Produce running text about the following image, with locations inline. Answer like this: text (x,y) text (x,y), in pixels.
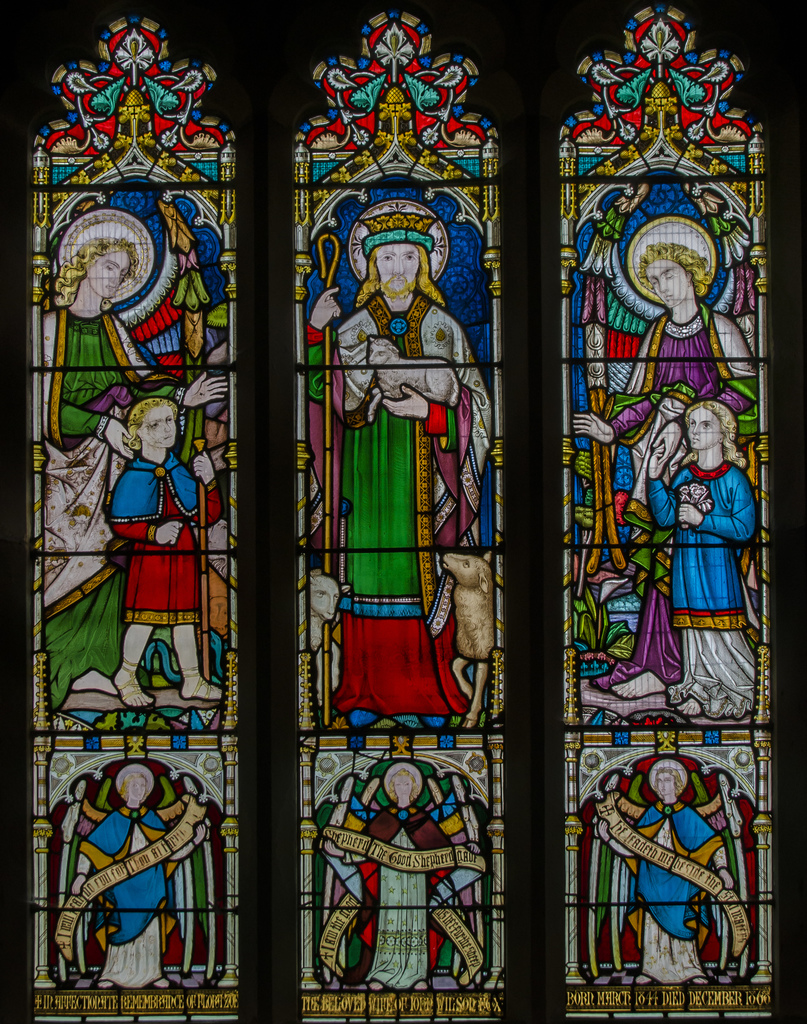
In this image we can see a stained glass (478,525).
